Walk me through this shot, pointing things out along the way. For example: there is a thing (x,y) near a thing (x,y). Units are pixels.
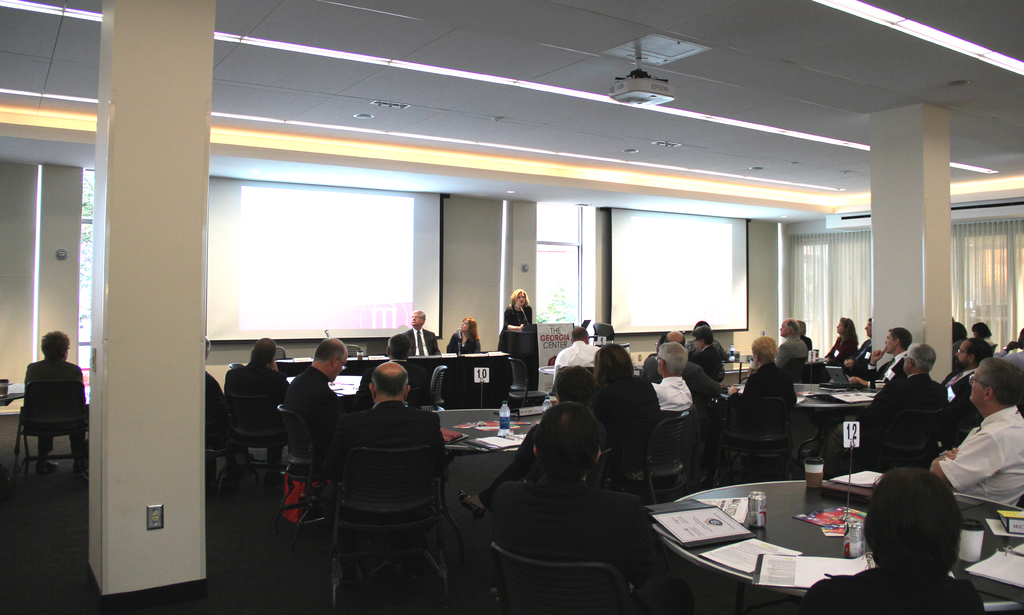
At the top (608,122) we can see ceiling (709,112) and a projector device (667,102). Here we can see screens (637,280). We can see one woman (520,298) standing in front of a podium (523,336). We can see two persons (421,340) sitting in front of a table (428,366). Here in an auditorium (273,513) we can see all the persons (593,546) sitting on the chairs (524,605) in front of a table (804,539) and on the table (815,553) we can see files (504,445), papers (742,563), tins (856,537), water bottles (501,429). This is a pillar (134,419).
